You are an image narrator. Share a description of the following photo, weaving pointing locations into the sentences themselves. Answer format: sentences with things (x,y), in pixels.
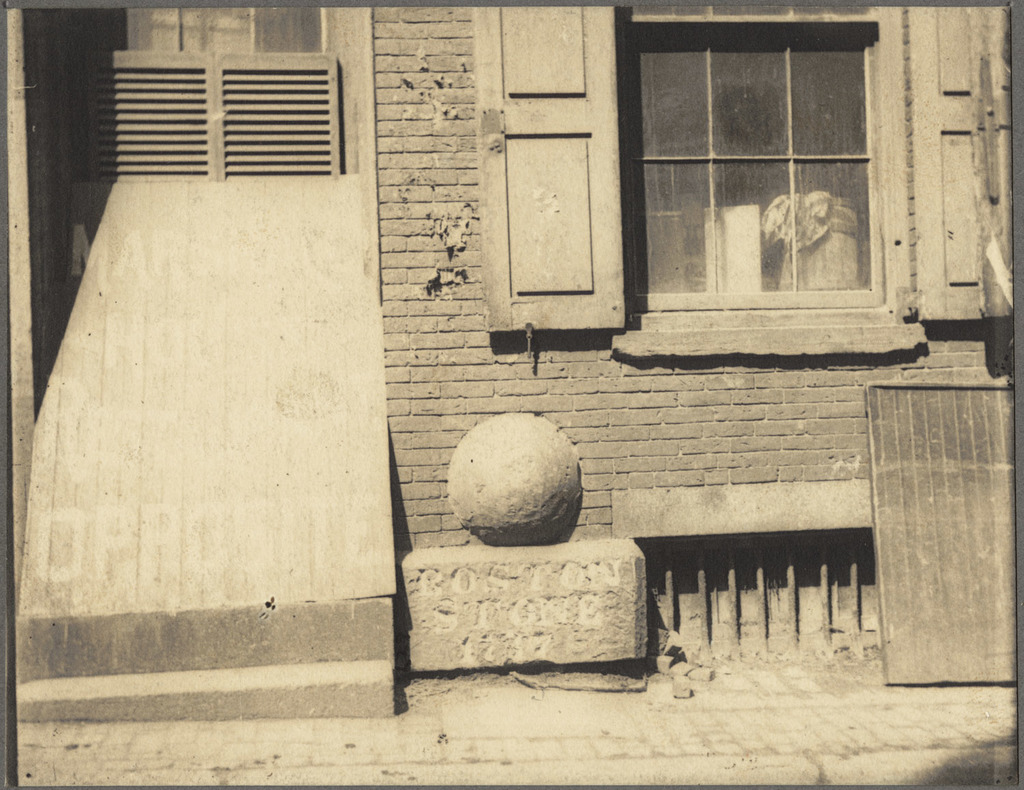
Here in this picture we can see a house (349,82) present, on which we can see windows (704,145) with doors (268,139) on it over there and on the right side (885,400) we can see a wooden plank (949,400) present on the ground (847,663) over there.
